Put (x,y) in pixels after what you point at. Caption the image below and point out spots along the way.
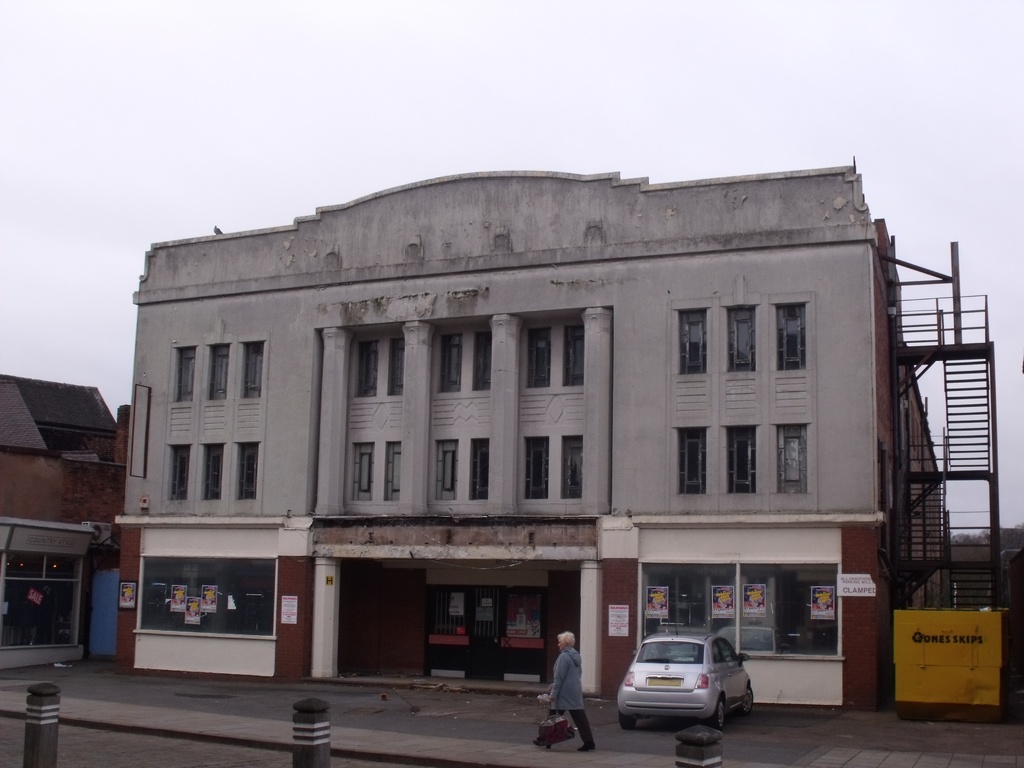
This picture shows buildings (515,427) and we see a human (576,724), walking holding a bag (549,723) and few posters (189,621) and we see a cloudy sky (61,234) and we see stairs (946,434) on the side of a building (776,333).
